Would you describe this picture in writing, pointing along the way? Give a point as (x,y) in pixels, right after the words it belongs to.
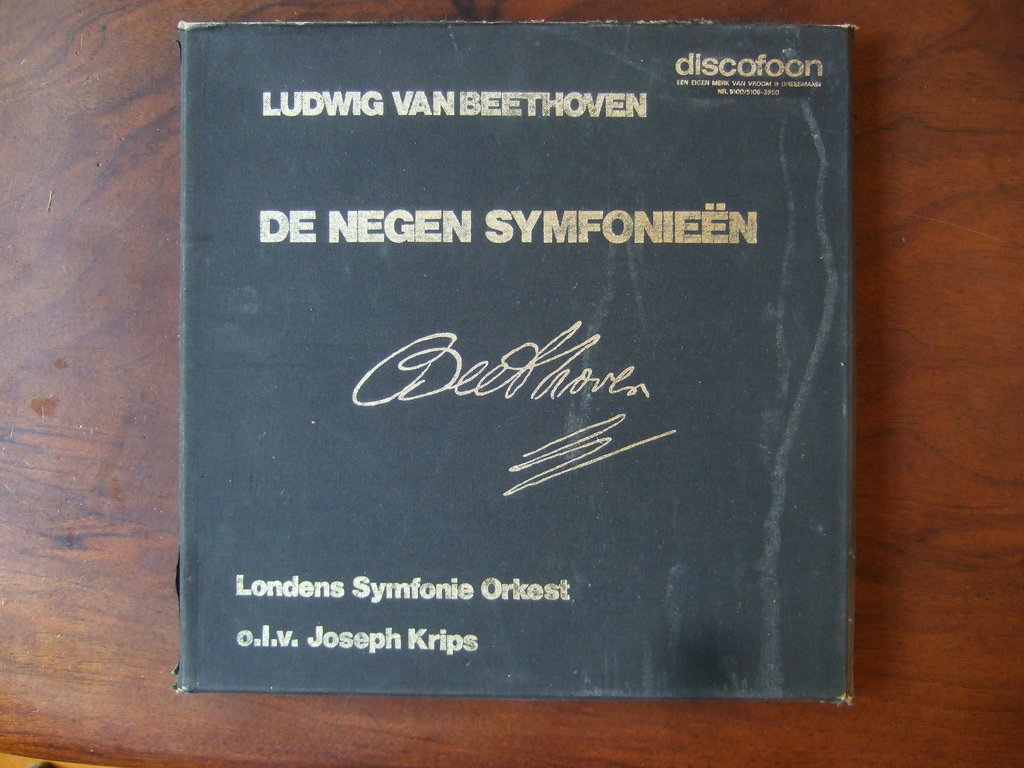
There is one book (487,537) kept on a wooden surface (129,331) as we can see in the middle of this image (402,493).
